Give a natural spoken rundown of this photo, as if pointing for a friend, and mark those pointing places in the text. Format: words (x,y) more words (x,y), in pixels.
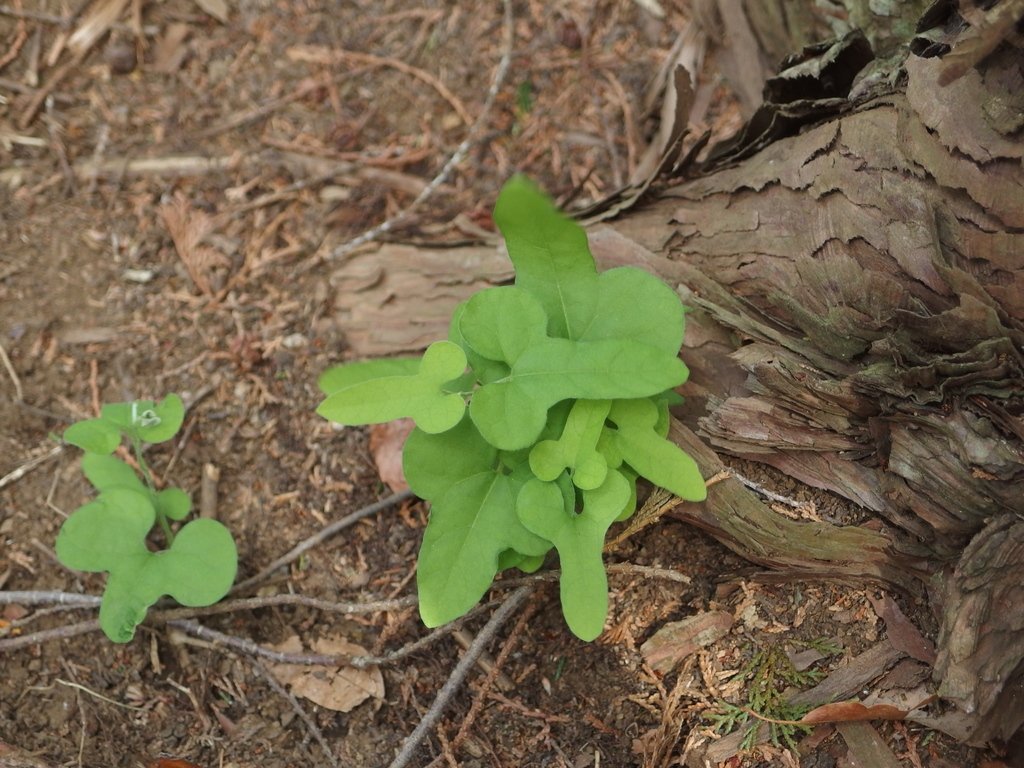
In the image there are two small plants (437,485) and around the plants (438,522) there are small dry sticks (186,637) and dry leaves (579,111).
